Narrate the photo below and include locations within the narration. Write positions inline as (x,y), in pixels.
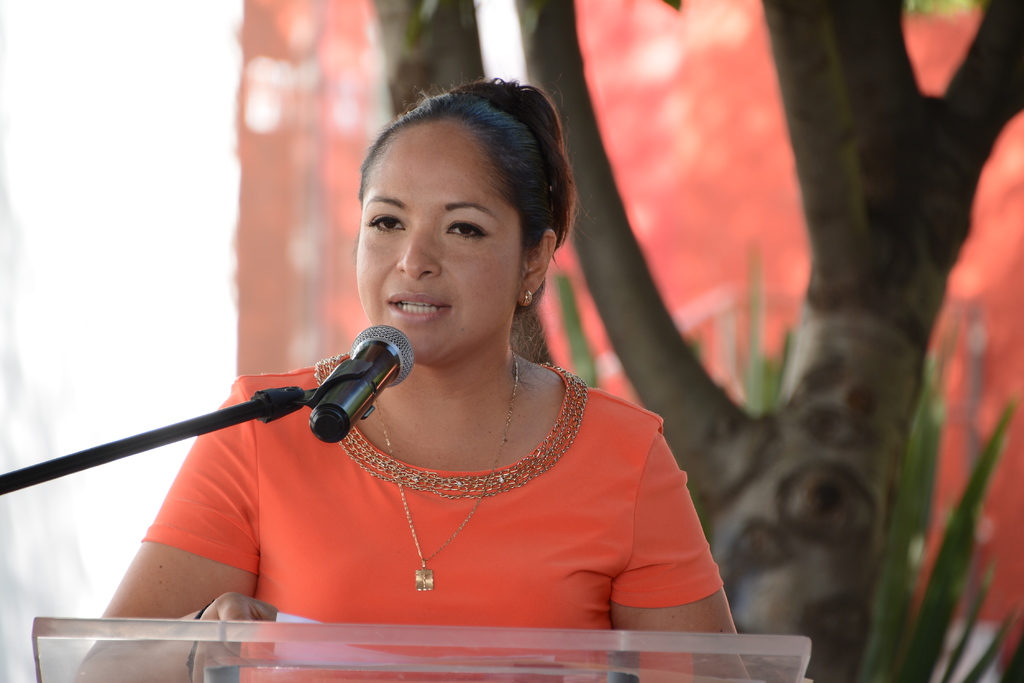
In this picture there is a woman (576,511) wearing orange dress (570,509) is speaking in front of a mic (339,399) and there is a tree trunk (865,307) behind her.
